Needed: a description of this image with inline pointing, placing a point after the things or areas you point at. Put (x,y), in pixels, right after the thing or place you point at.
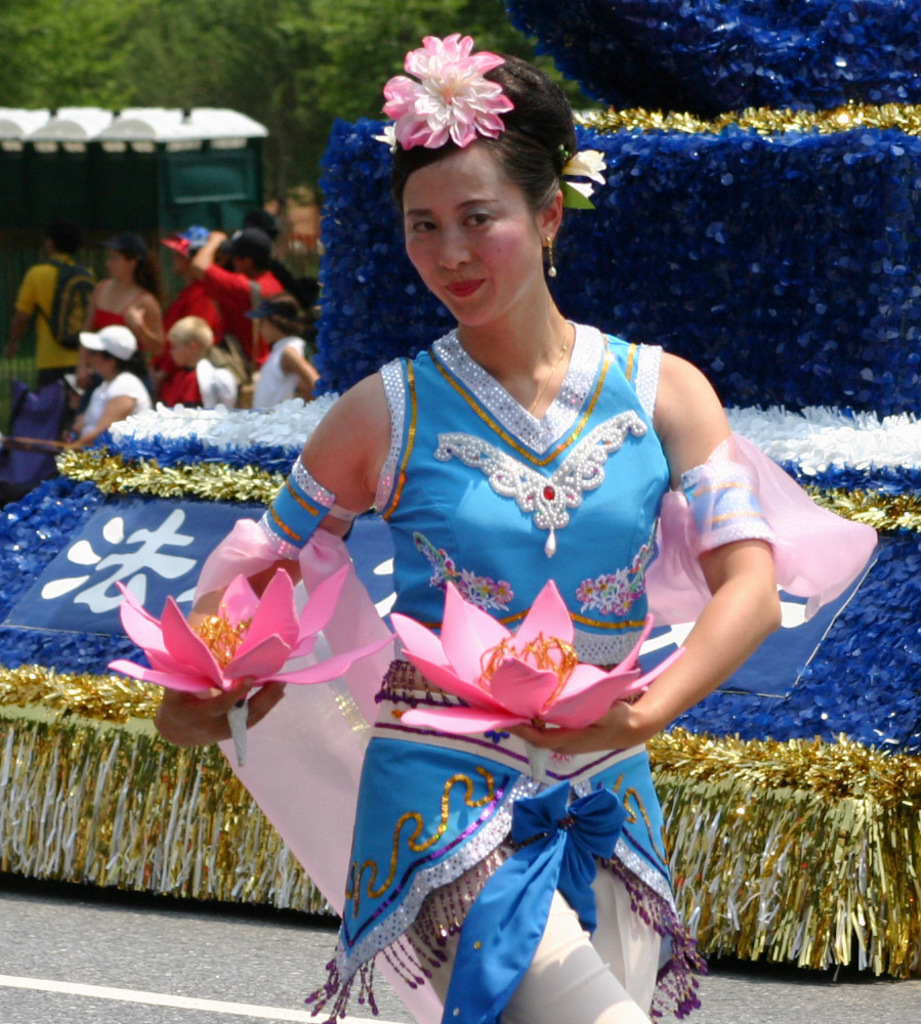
This image consists of a woman (580,796) wearing blue dress (472,368) and holding flowers (261,642). In the background (109,456), there are blue color clothes (751,8). And there are many people (198,369) along with the trees (122,28).
